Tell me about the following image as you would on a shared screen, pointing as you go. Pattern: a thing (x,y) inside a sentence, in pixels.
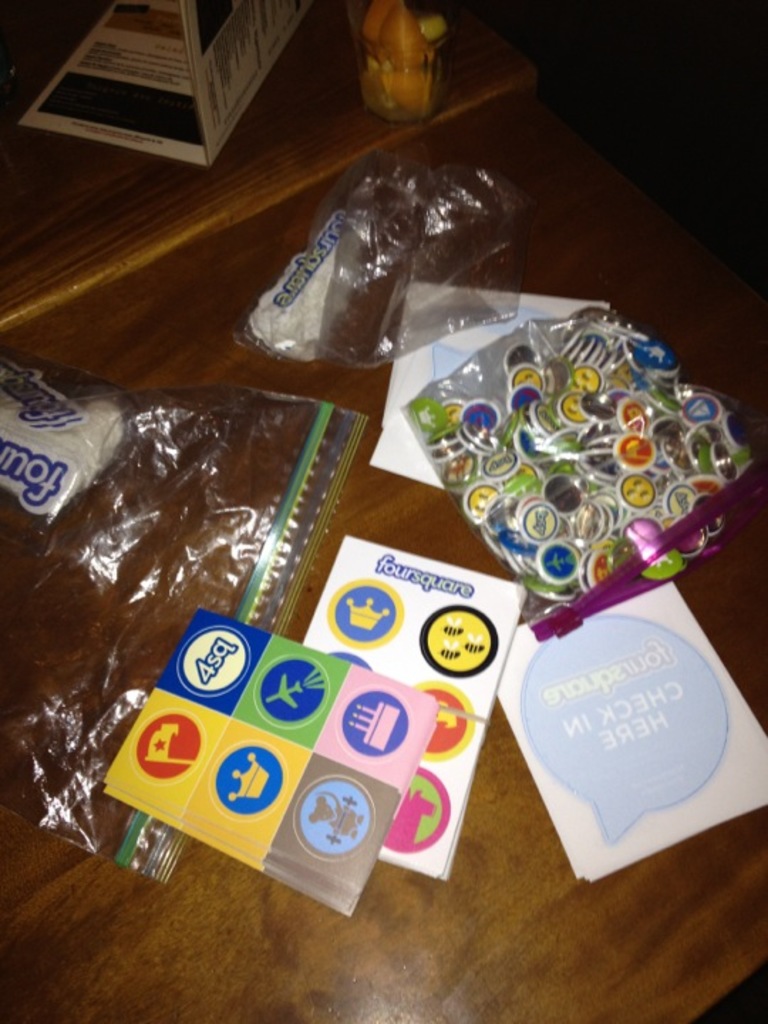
In this image on a table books (353,650), packets (312,542), stickers (390,447) and few other things (248,39) are there.
